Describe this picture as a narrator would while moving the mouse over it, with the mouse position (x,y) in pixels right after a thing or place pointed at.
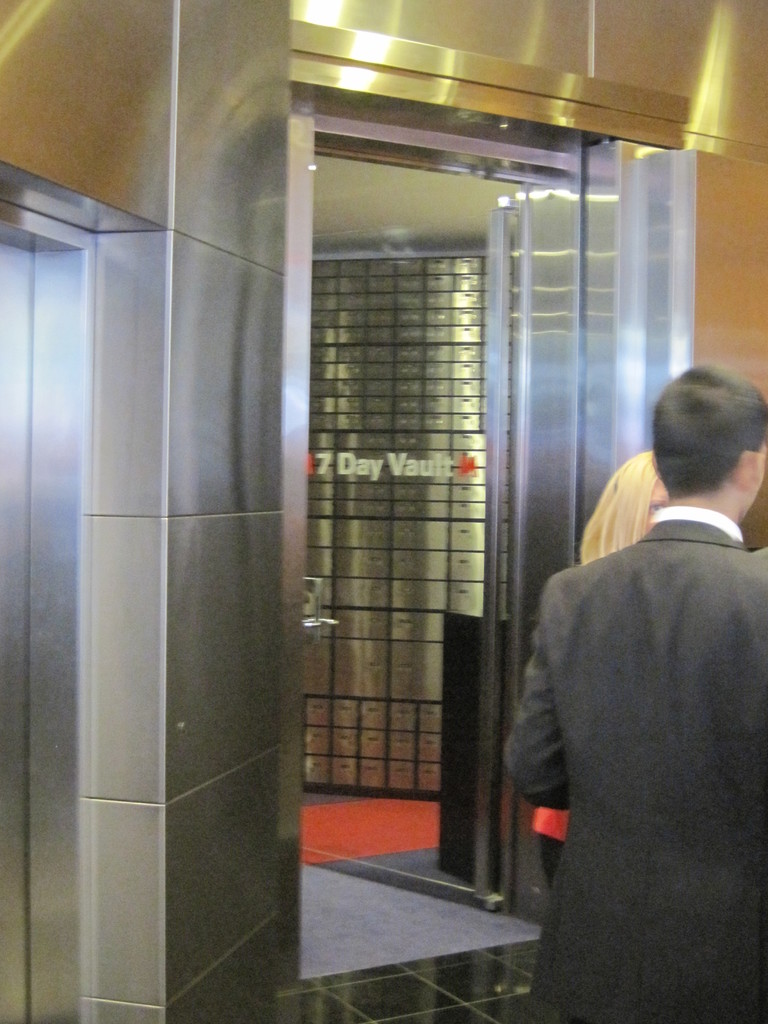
On the right side of the image (613,506) we can see persons (649,604) standing on the floor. In the background (82,197) we can see elevator (113,209), door (437,406) and wall (571,69).
